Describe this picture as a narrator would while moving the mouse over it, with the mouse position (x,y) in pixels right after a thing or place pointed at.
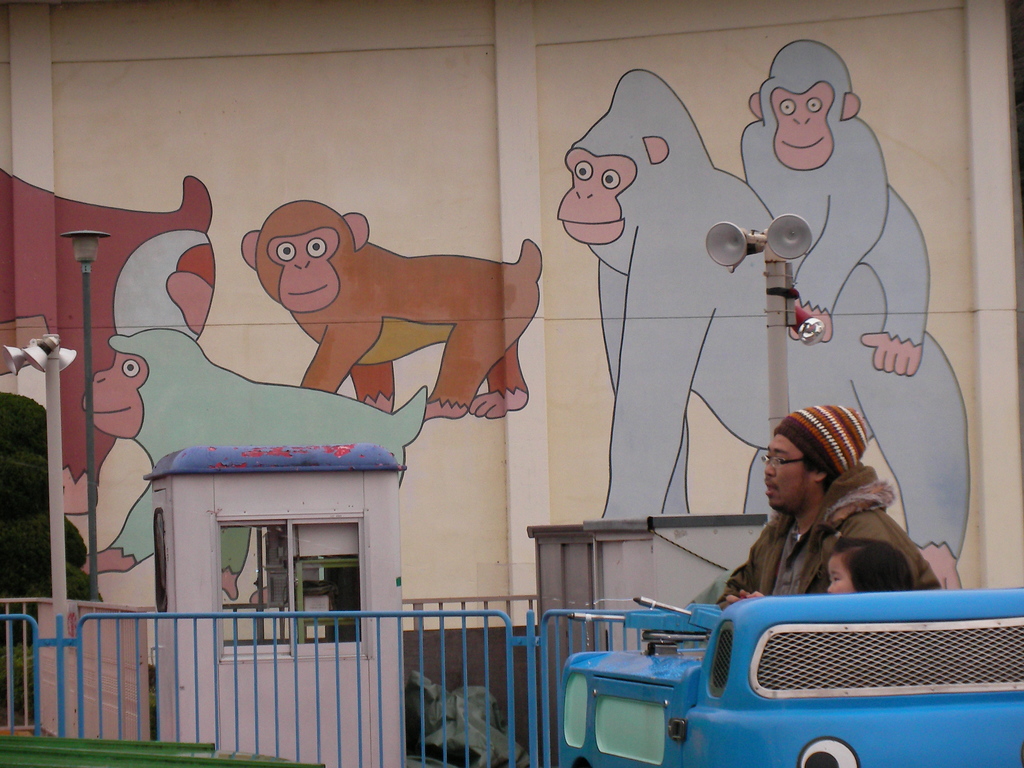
In this image we can see a few people (837,462) in the vehicle (812,635), there are some objects (387,576), plants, poles (769,340) and lights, we can also see a fence (441,624), in the background (421,477) we can see a painting (706,314) on the wall (504,439).
